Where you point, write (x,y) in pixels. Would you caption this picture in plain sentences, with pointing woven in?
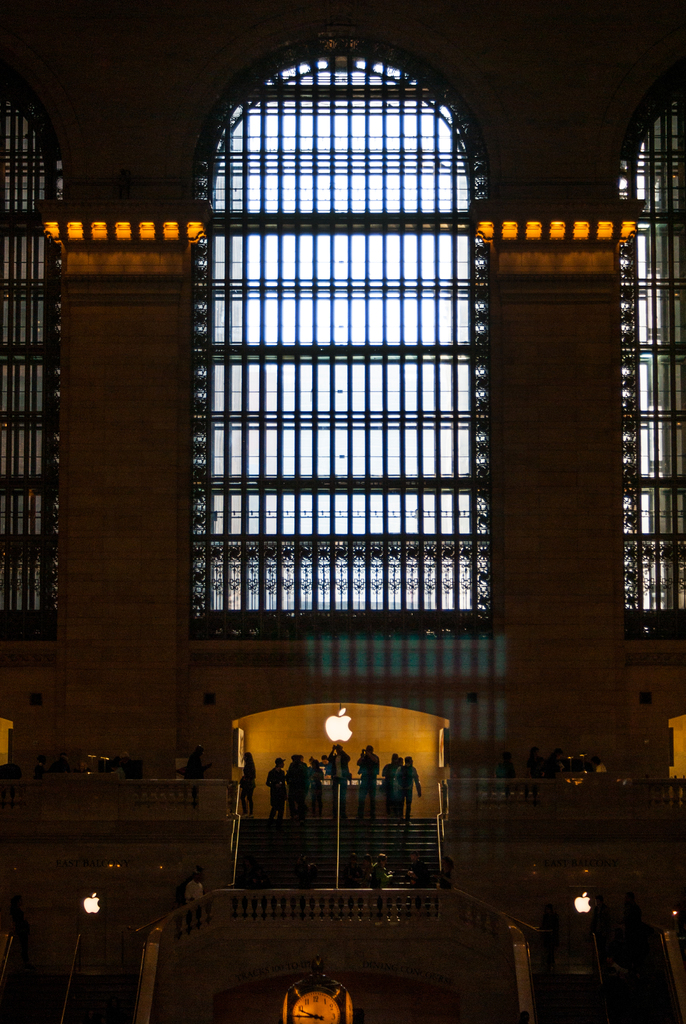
This is the building (254,295) with a glass window (254,295). I can see group of people (322,771) standing. These are the stairs (373,827). I can see the apple logos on the walls (565,878). At the bottom of the image (308,1000), that looks like a clock (299,996).
